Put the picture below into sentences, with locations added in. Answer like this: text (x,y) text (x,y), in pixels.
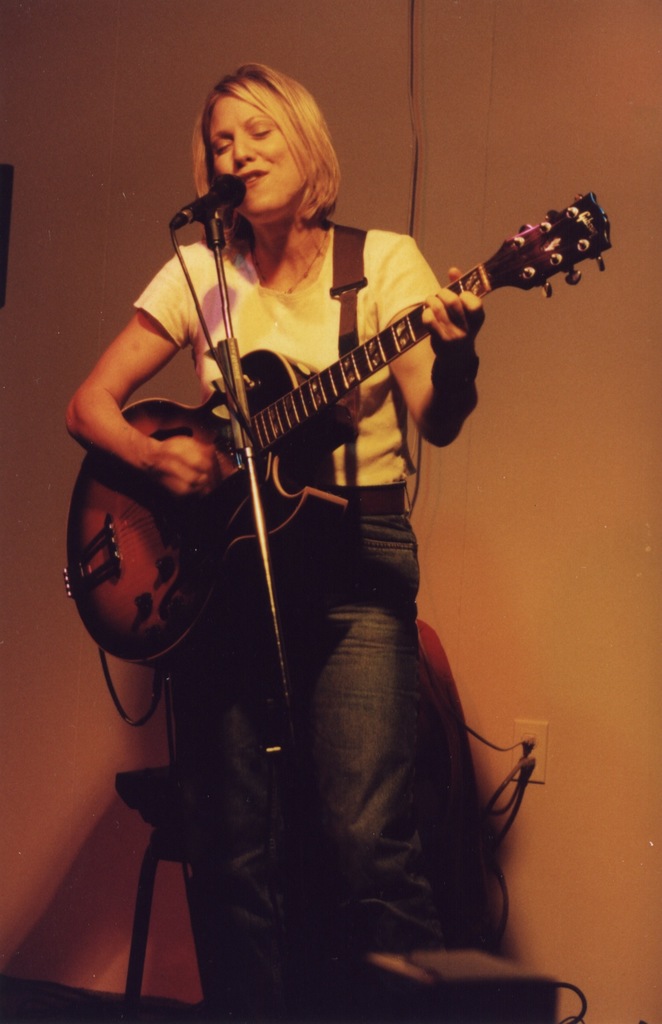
In this image I see a woman (392,783) who is holding a guitar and standing in front of a mic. In the background (143,972) I can see the wall (631,877).
